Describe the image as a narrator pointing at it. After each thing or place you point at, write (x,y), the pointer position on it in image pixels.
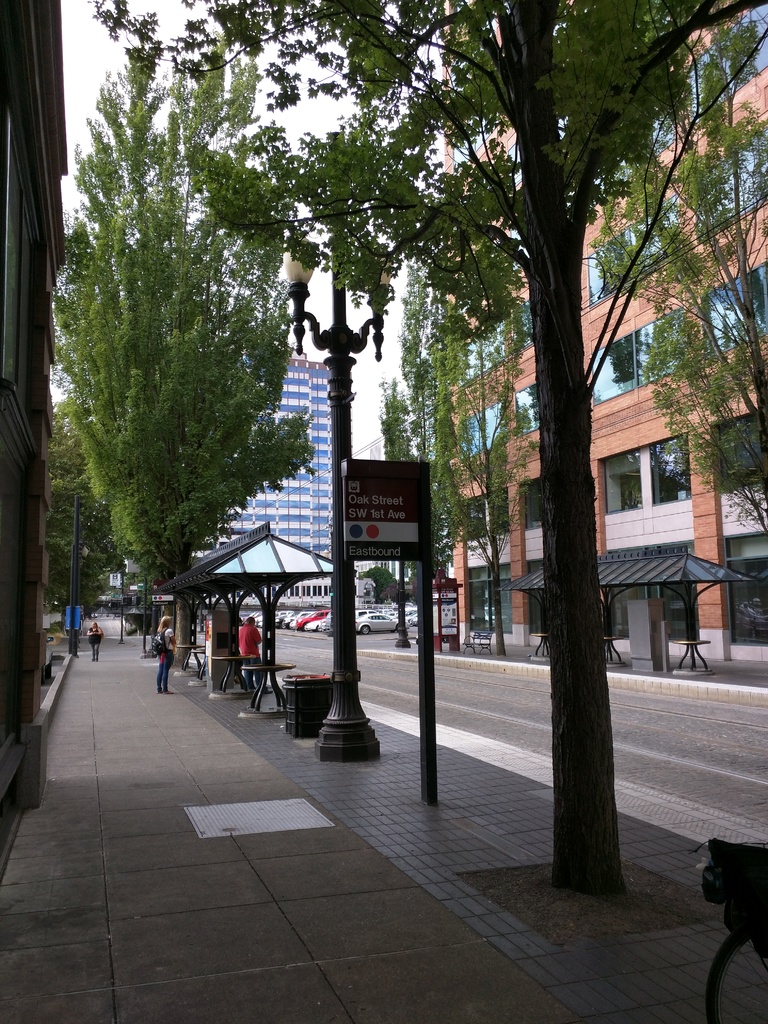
In the picture I can see trees (115,164), light poles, boards (355,507), people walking on the sidewalk (223,737), trash cans (314,732), shelter (225,597), vehicles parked here, we can see the buildings (674,472) and the sky (78,65) in the background (404,261).
